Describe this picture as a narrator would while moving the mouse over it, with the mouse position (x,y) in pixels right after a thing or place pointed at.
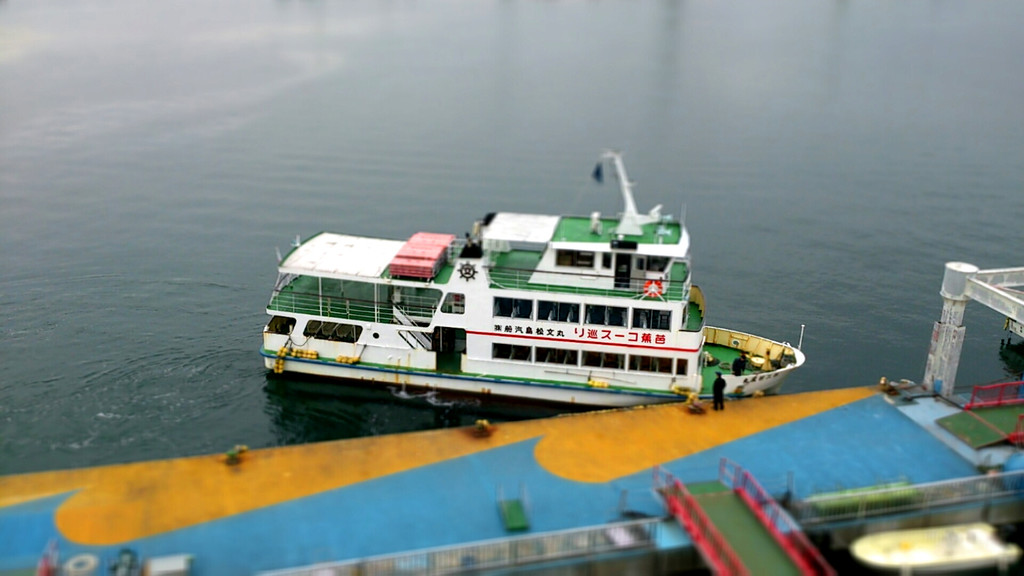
In the center of the image (359,241) there is a boat (562,382). In the background of the image (452,229) there is water (514,169). At the bottom of the image (649,445) there is harbour (697,548).
